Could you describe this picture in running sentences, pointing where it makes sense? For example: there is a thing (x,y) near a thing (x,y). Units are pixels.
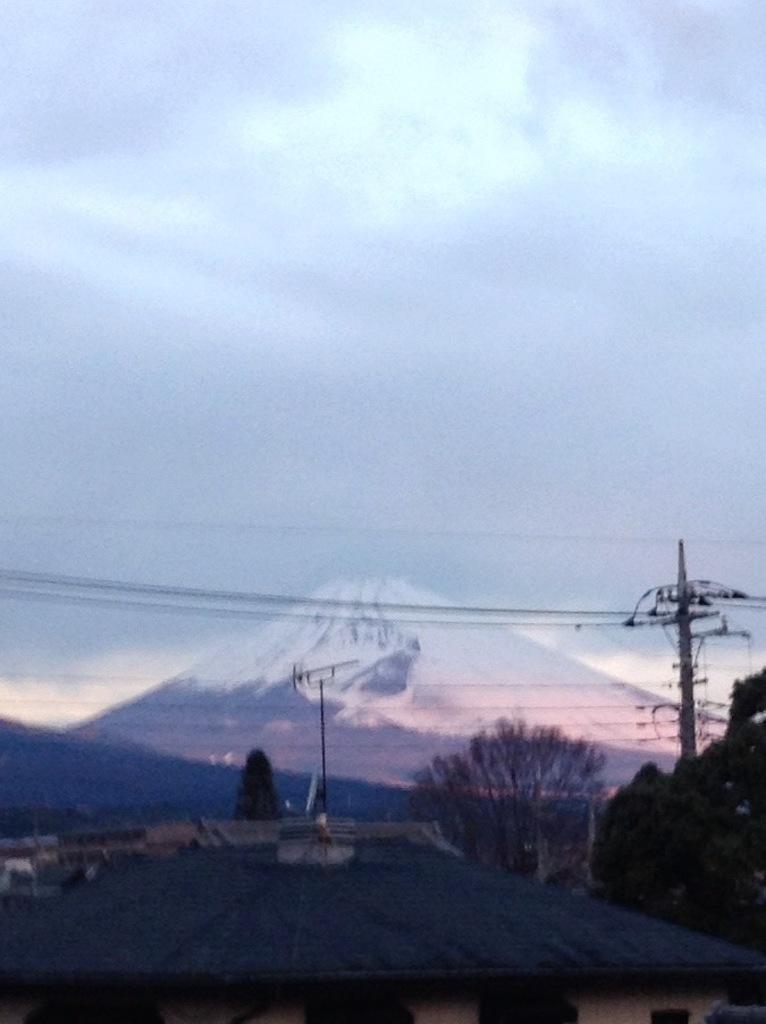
In this image I see the poles (692,695) and the wires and I see number of trees (444,813). In the background (412,774) I see the mountain (306,710) and the cloudy sky (276,283).
